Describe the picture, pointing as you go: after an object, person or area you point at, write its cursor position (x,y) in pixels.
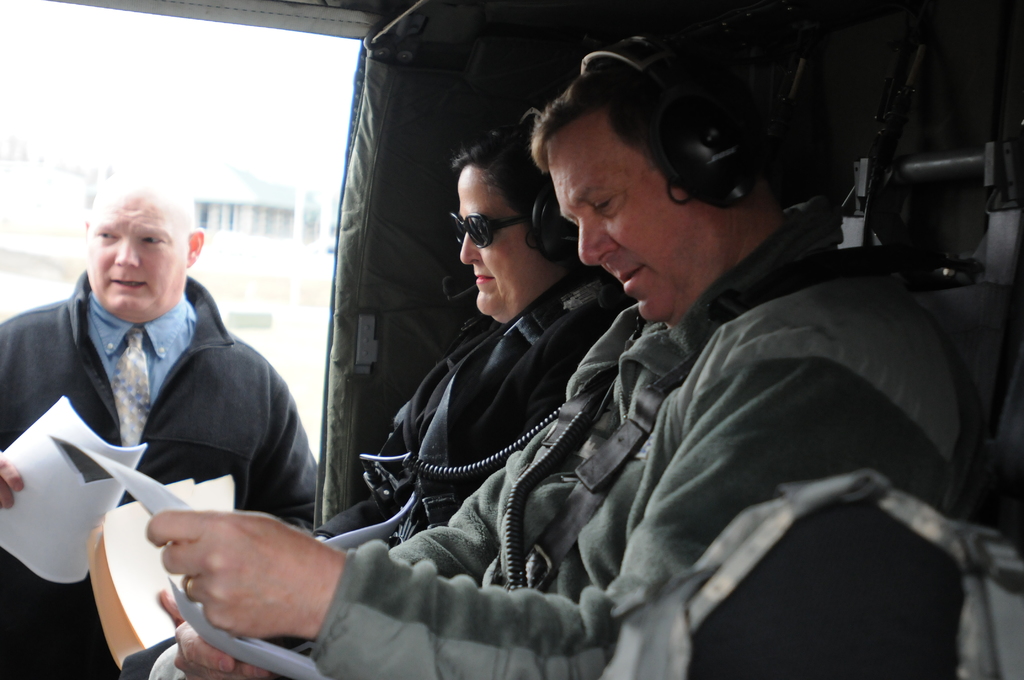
In the image we can see three people (290,423) wearing clothes (593,536) and two of them are wearing headsets (692,190). They are papers (75,504) in their hand (20,489).
